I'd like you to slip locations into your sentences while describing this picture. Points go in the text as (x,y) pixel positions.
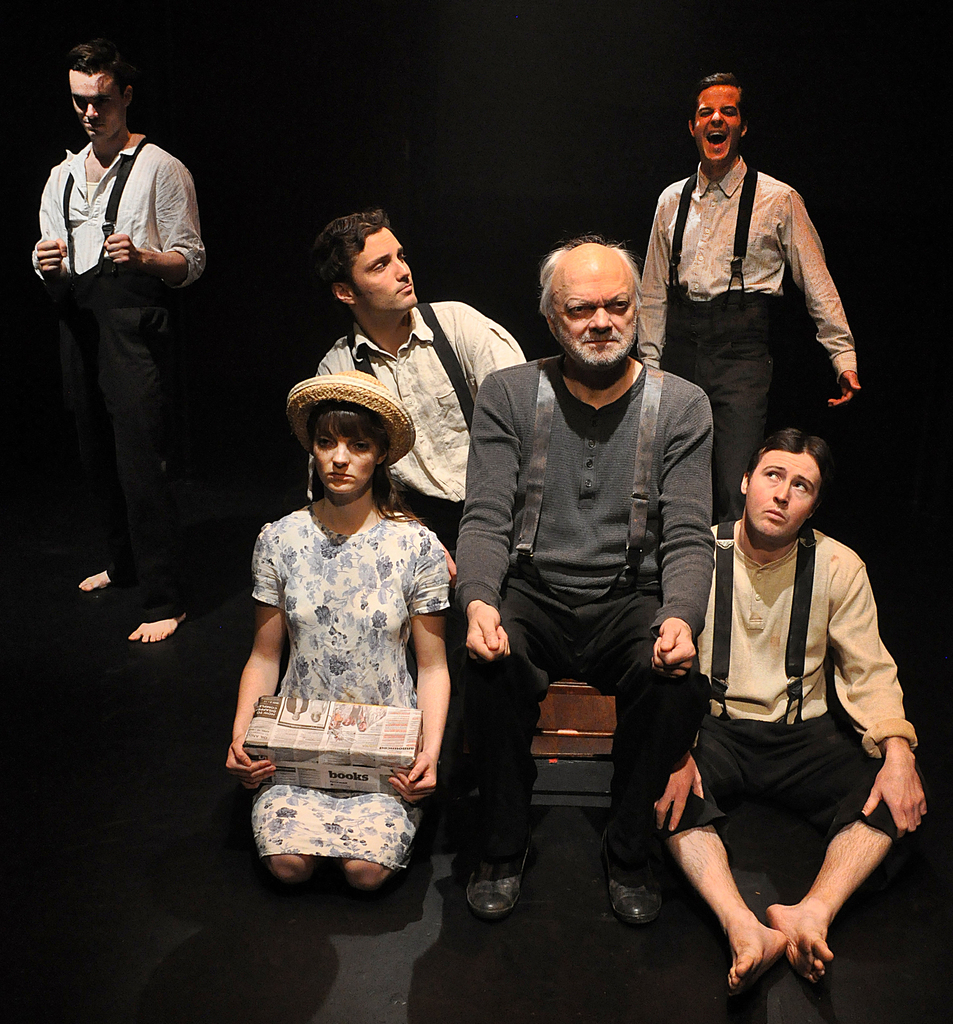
In this picture we can see a woman (429,598) wearing a hat (300,412) and holding a box (352,727) in her hand (231,761). There is a person (558,584) sitting on an object (562,691). We can see a man (768,739) sitting on the ground (837,945). There are a few people (403,263) visible at the back (813,283). We can see the dark view in the background (92,529).
